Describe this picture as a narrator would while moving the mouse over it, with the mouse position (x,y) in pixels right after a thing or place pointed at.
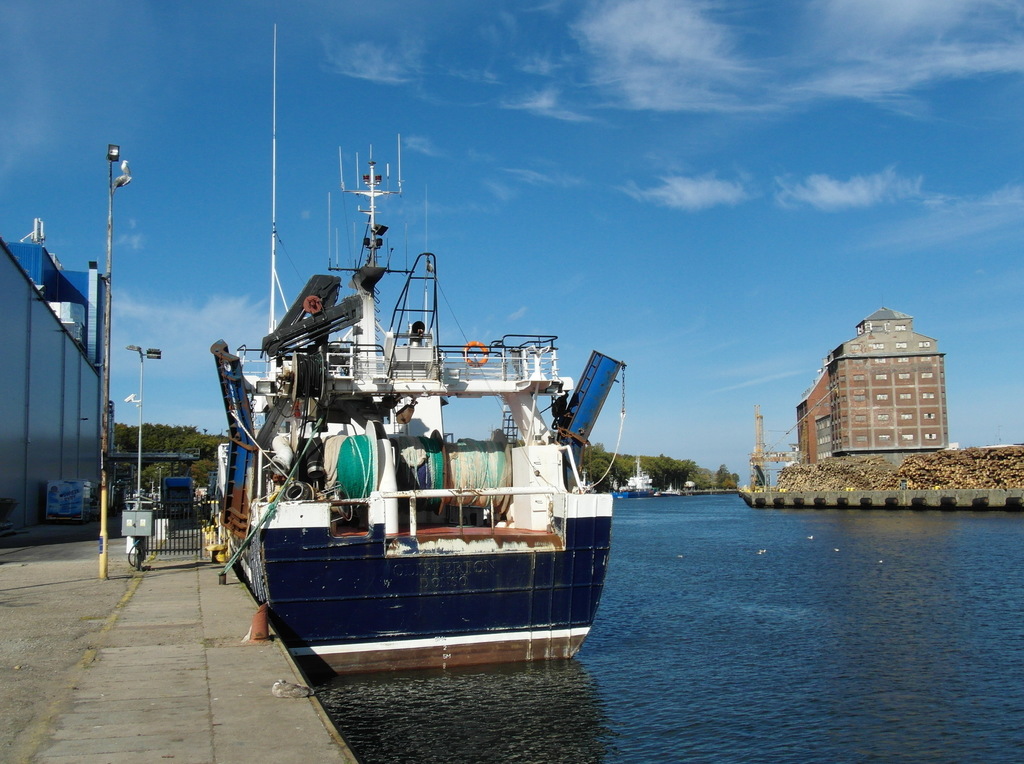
This image consists of a ship (302,562) in blue color. At the bottom (828,691), there is water (740,647). To the left (8,367), there is a building (48,404) along with a pole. At the top (629,111), there are clouds (699,191) in the sky (699,226).
